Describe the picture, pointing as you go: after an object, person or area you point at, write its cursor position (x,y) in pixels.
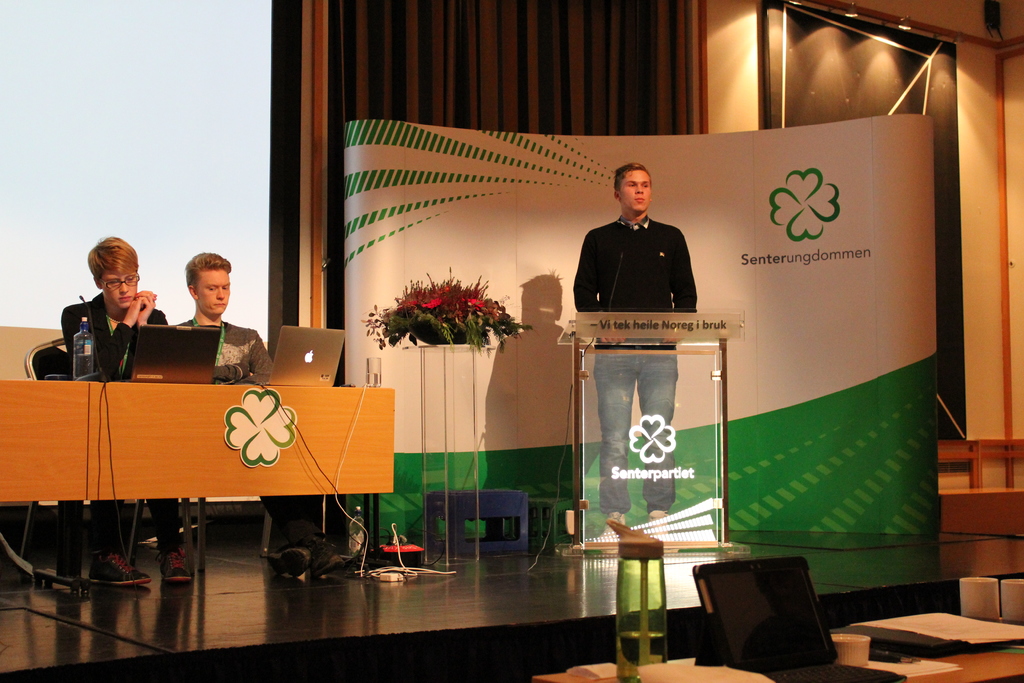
In the left (118,263) there are two persons (154,320) sitting, seeing laptop (178,359), laptop (187,349) is on desk (177,432), below the desk (161,430) there are cables (408,573), there is flower bouquet (465,317), person (637,286) standing, this is chair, this is bottle (642,601) and in the background (465,86) there is brown color curtain (536,79), this are lights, this coffee cup (975,597).
